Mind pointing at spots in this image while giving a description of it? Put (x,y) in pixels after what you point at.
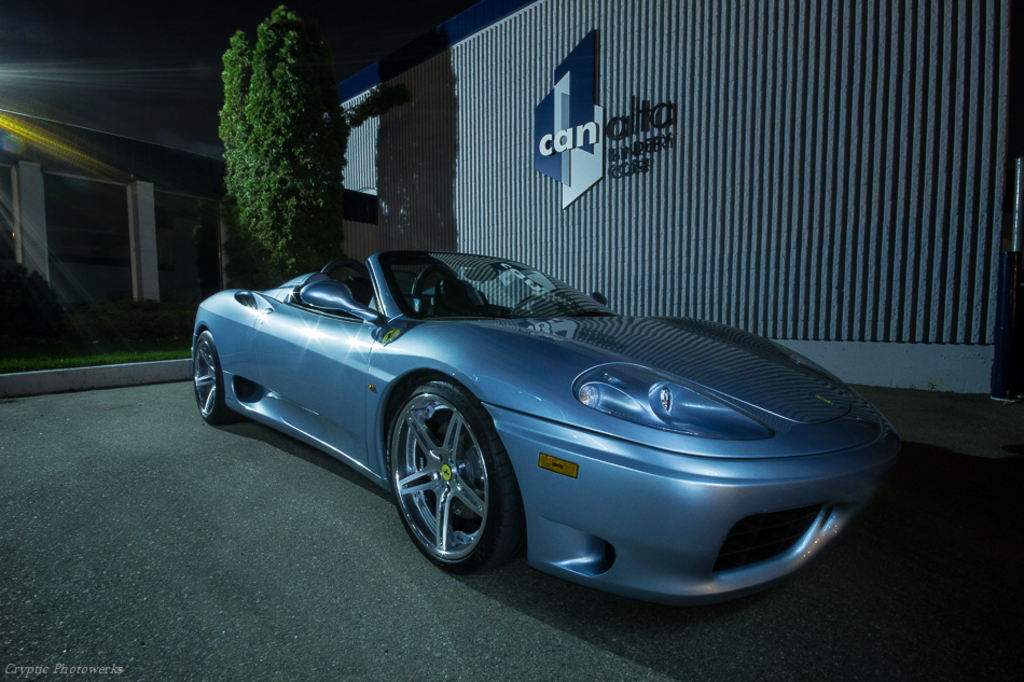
In the image I can see there is a car (423,468) on the road (422,620). And at the back (252,284) there is a building (130,244), Grass (94,358) and tree (319,152). Beside the tree (283,116) there is a wall (815,175) with text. And at the top (163,88) there is a sky (196,77).
